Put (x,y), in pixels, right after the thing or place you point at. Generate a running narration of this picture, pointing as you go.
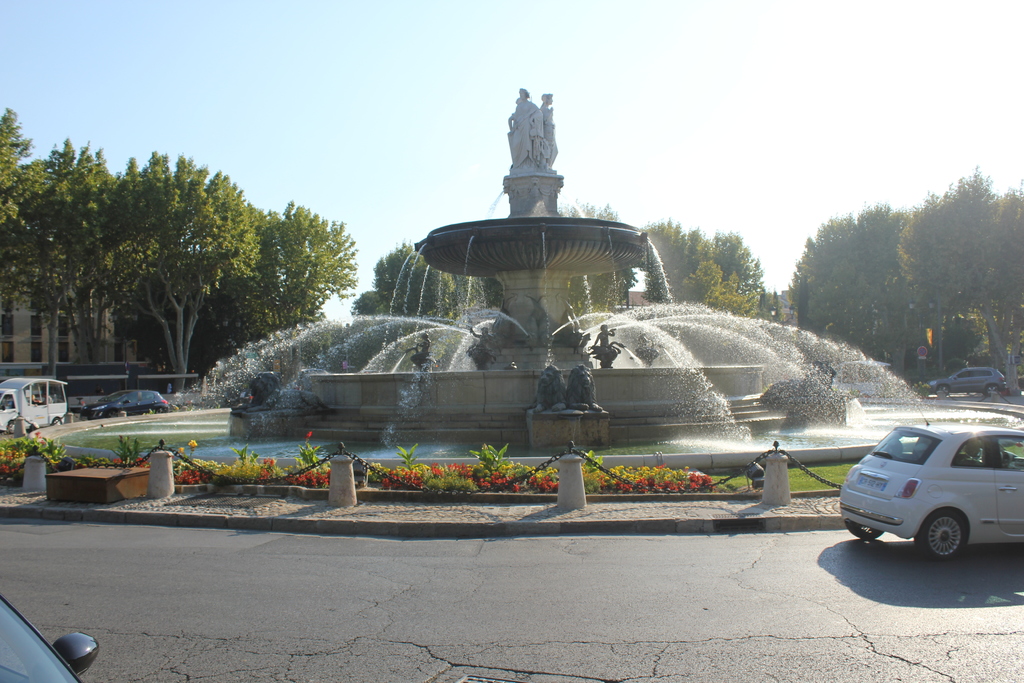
In this image we can see some vehicles (865,508) parked on the ground (570,597). In the center of the image (535,408) we some statues (582,381) and fountain (499,326), we can also see some flowers (254,466) on plants (241,475), poles (332,478) and chains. In the background (31,346), we can see building (124,351) with windows (34,329) and group of trees (304,306). At the top of the image (660,147) we can see the sky (660,147).
